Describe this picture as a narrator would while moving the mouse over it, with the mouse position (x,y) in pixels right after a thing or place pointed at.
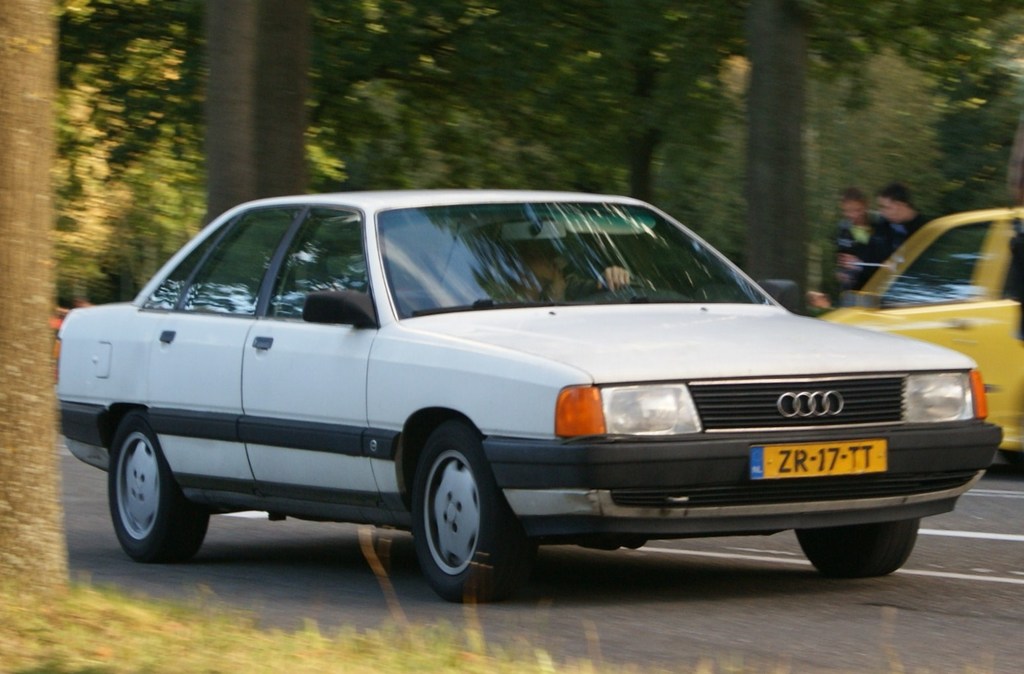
There is a road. On the road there are vehicles (255,299). On the sides of the road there are trees (662,110). In the back (843,213) there are two people (851,207).
